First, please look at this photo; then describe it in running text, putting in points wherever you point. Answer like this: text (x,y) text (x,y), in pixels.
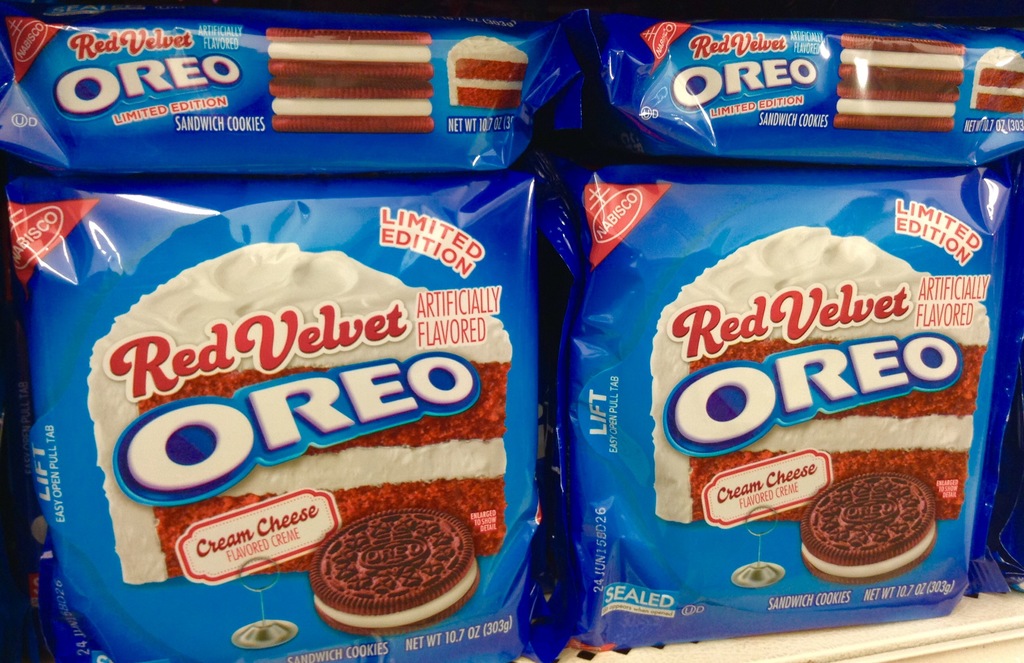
In the foreground of this image (409,434), there are four Oreo cookie packs (388,442) on a white surface (775,640).
